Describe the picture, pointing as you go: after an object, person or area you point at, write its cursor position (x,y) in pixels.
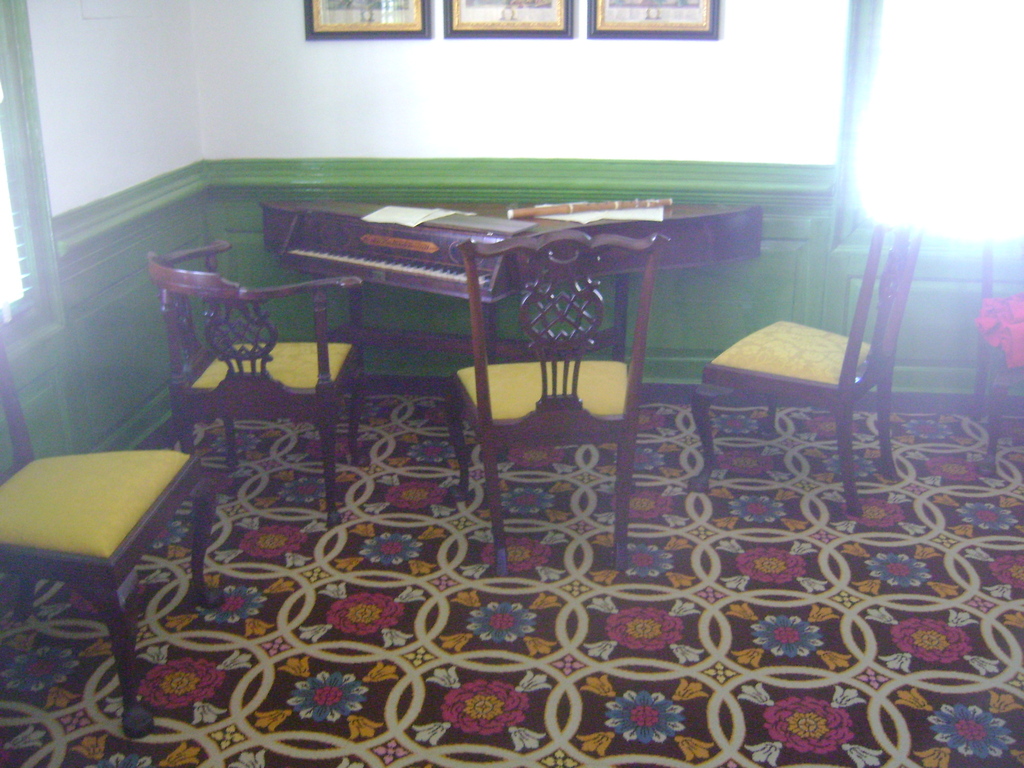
There is a keyboard (580,226) on the middle of the room (416,241). There is a paper (435,213), wooden stick (592,207) on a keyboard (605,251). There is a chair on the right side of the room (953,332). There is a another chair (78,461) on the left side of the room (180,133). We can see in background (485,50) wall (483,73), photo frames (487,11).
